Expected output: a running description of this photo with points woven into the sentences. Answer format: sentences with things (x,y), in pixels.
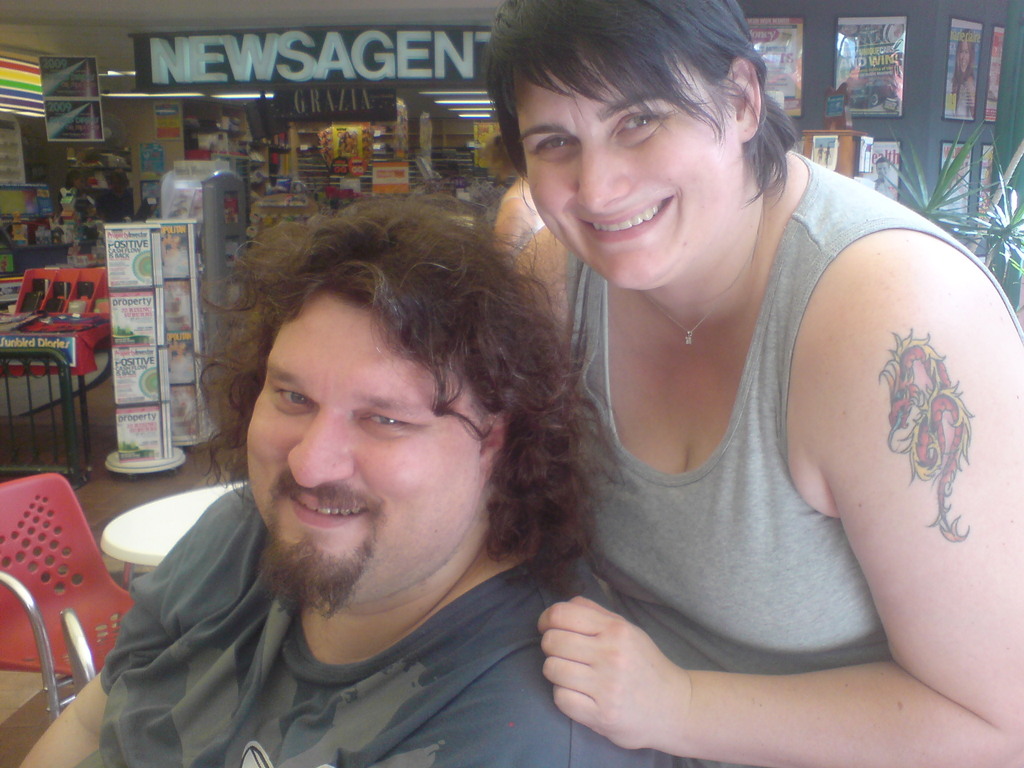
In this image we can see a man (285,578) and a woman (736,584). On the backside (123,69) we can see a chair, table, frames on a wall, the boards (347,98) with some text (316,104) on them, a plant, some objects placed in the shelves (153,325) and a roof (117,57) with some ceiling lights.
